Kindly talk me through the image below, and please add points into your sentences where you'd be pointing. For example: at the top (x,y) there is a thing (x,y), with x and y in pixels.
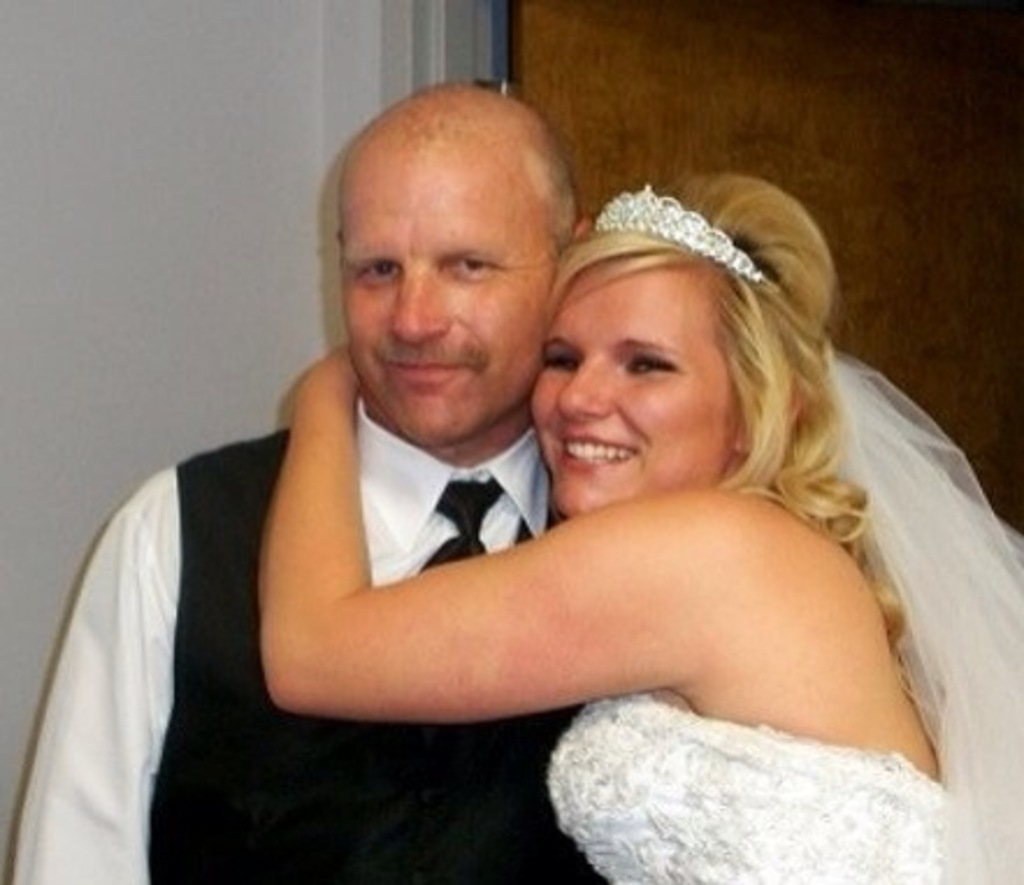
In this image I can see two people (661,535) standing and wearing black and white color dresses (187,737). She is wearing white color crown (632,218). Back I can see the white wall (240,139).
